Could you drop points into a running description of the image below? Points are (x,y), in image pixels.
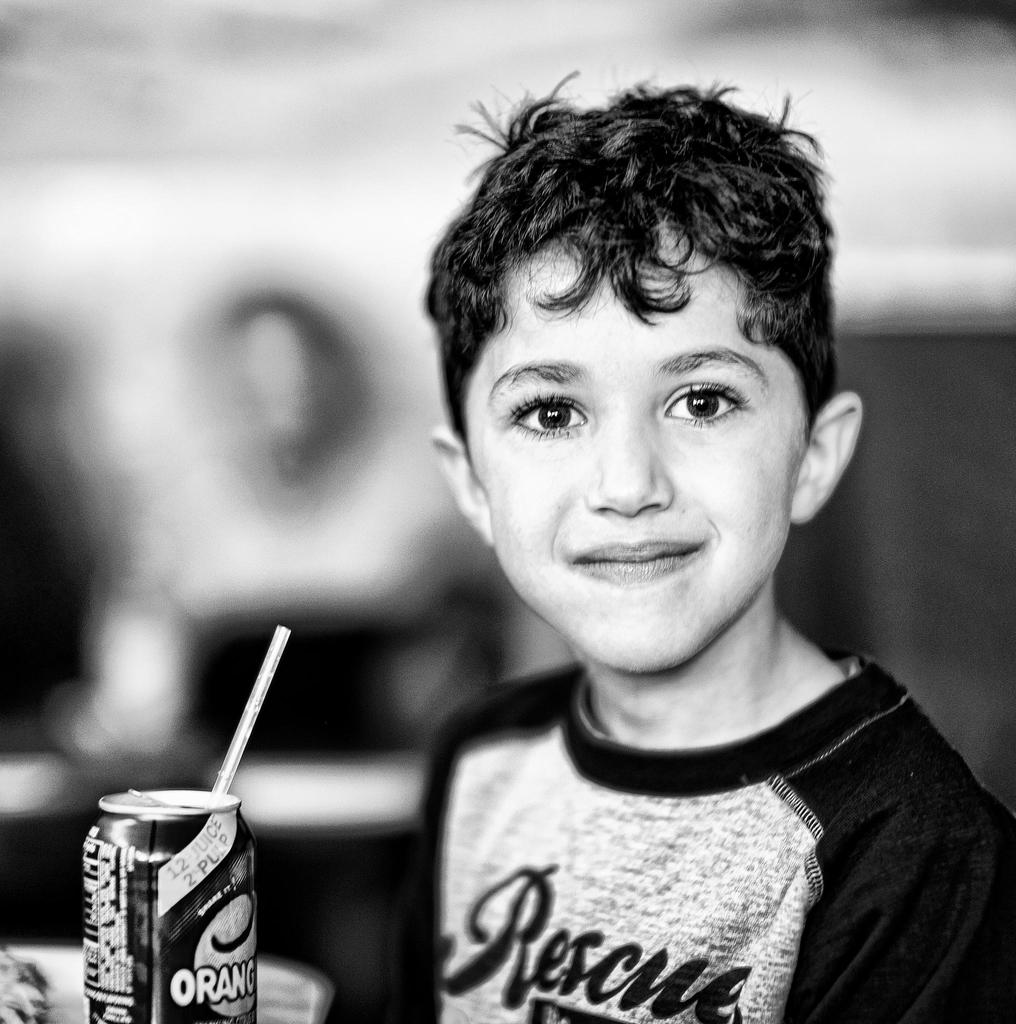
In this picture I can see on the right side (725,709) there is a boy (726,723), he is wearing a t-shirt (758,873). On the left side (223,813) there is a tin (246,930) with a straw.
